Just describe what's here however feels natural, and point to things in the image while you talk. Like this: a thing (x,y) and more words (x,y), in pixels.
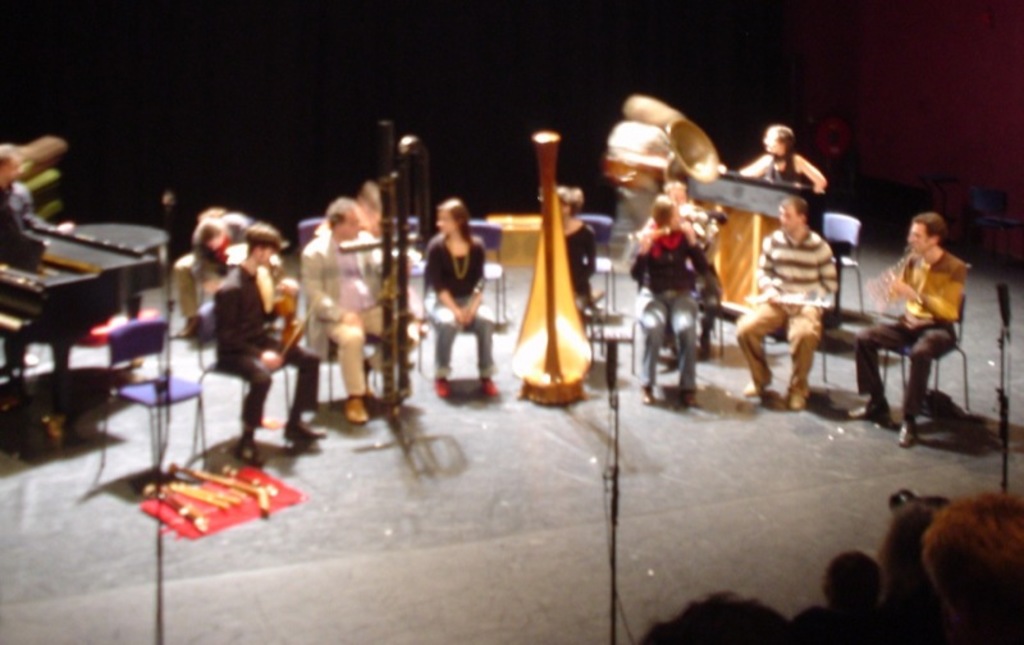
In this image, we can see some people (582,310) sitting on the chairs (415,275), we can see some musical instruments (19,296).
